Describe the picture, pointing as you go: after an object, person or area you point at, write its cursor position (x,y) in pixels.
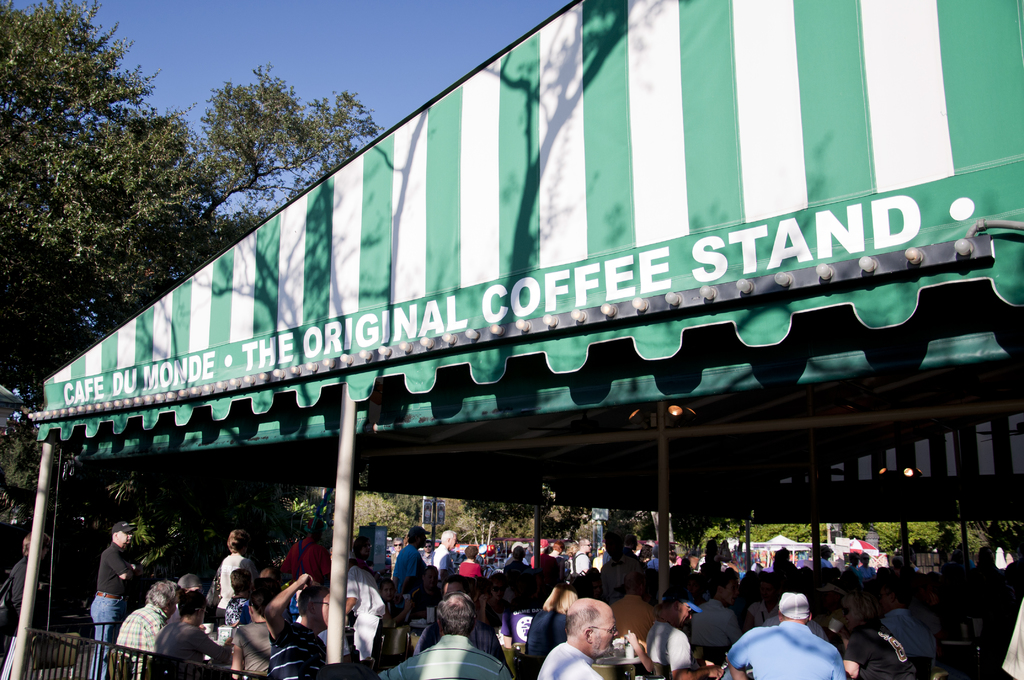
In the picture I can see these people (302,615) are sitting and standing, here I can see the fence (67,643), tent (446,230) which is in white and green color, I can see trees (82,530), boards (362,526) and the blue color sky (148,37) in the background (204,14).
